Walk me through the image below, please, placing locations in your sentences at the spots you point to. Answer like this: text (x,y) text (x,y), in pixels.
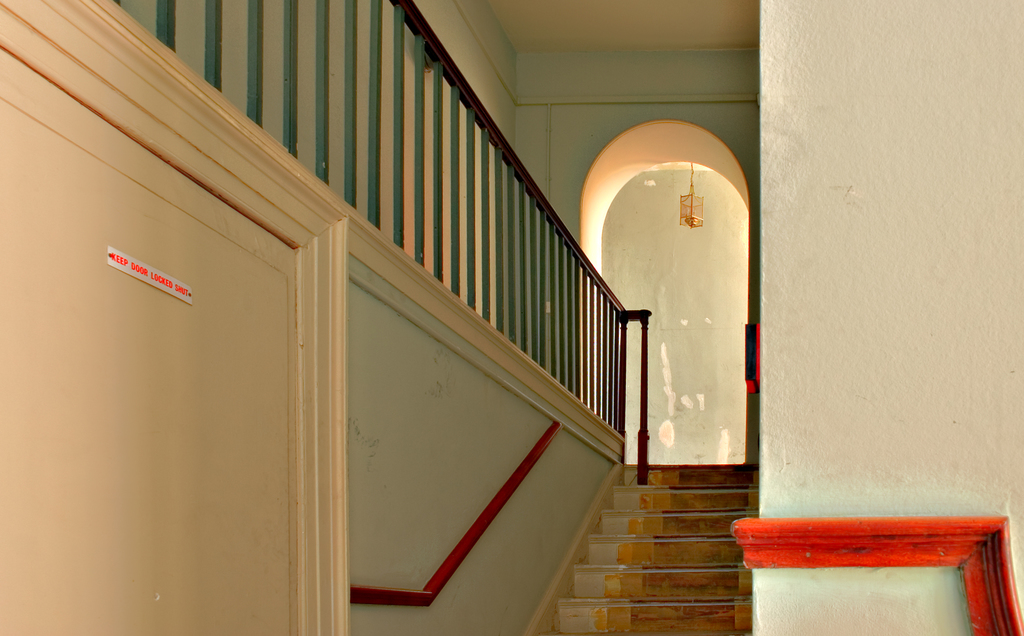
This image is taken indoors. In this image there are a few walls (772,195). In the middle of the image there are a few stairs (638,537). On the left side of the image (187,257) there is a door (124,316) and there is a railing (452,206).
